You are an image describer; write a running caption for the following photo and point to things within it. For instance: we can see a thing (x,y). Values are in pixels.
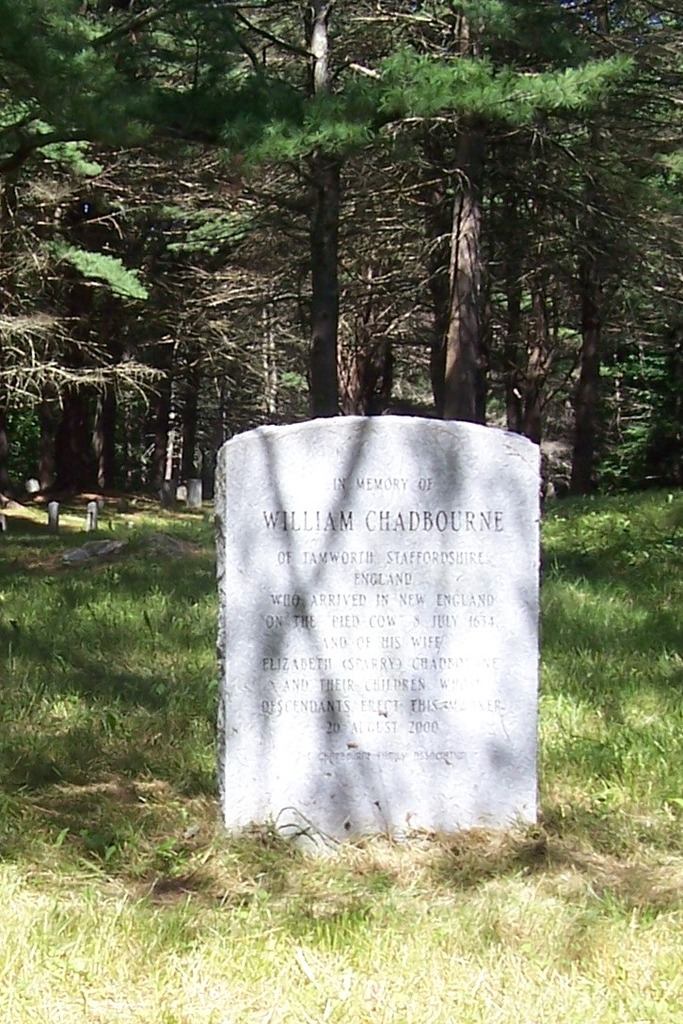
In the picture we can see the grass surface (584,591) on it, we can see the gravestone (528,716) with some information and behind it we can see the trees (317,261).
